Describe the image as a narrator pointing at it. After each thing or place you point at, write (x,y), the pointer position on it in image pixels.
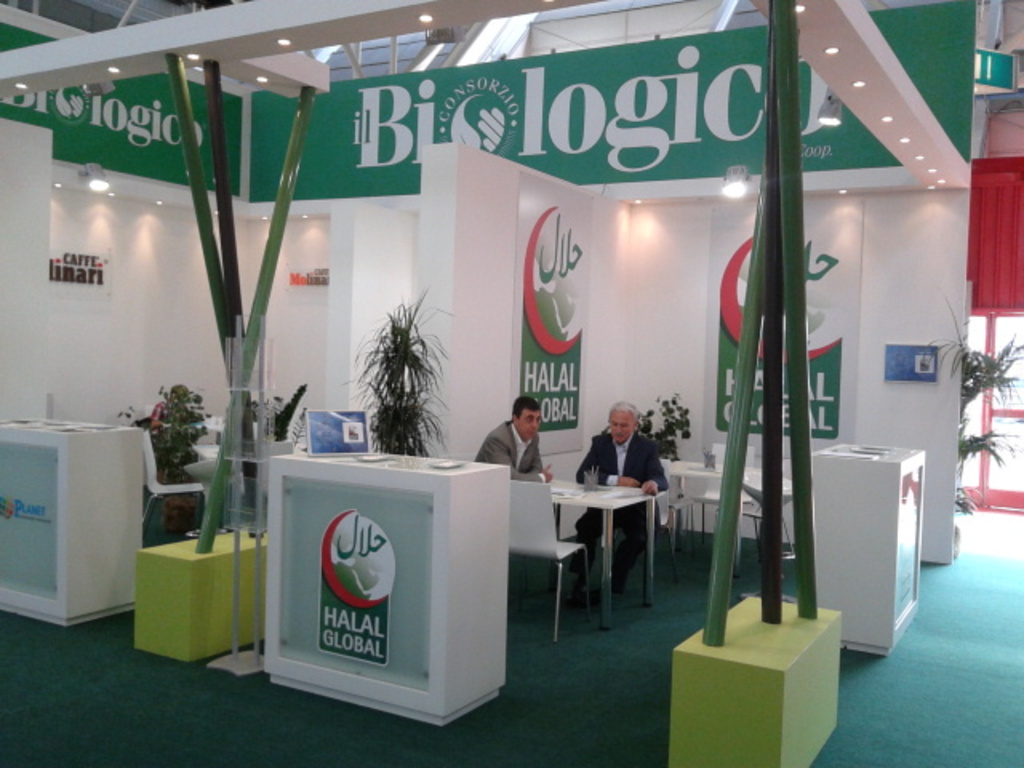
In this picture we observe a white stall (881,196) on which Biologic is written and in there are HALAL GLOBAL is written on few posters (828,314) We also observe two people (616,468) sitting at the table (615,500).
